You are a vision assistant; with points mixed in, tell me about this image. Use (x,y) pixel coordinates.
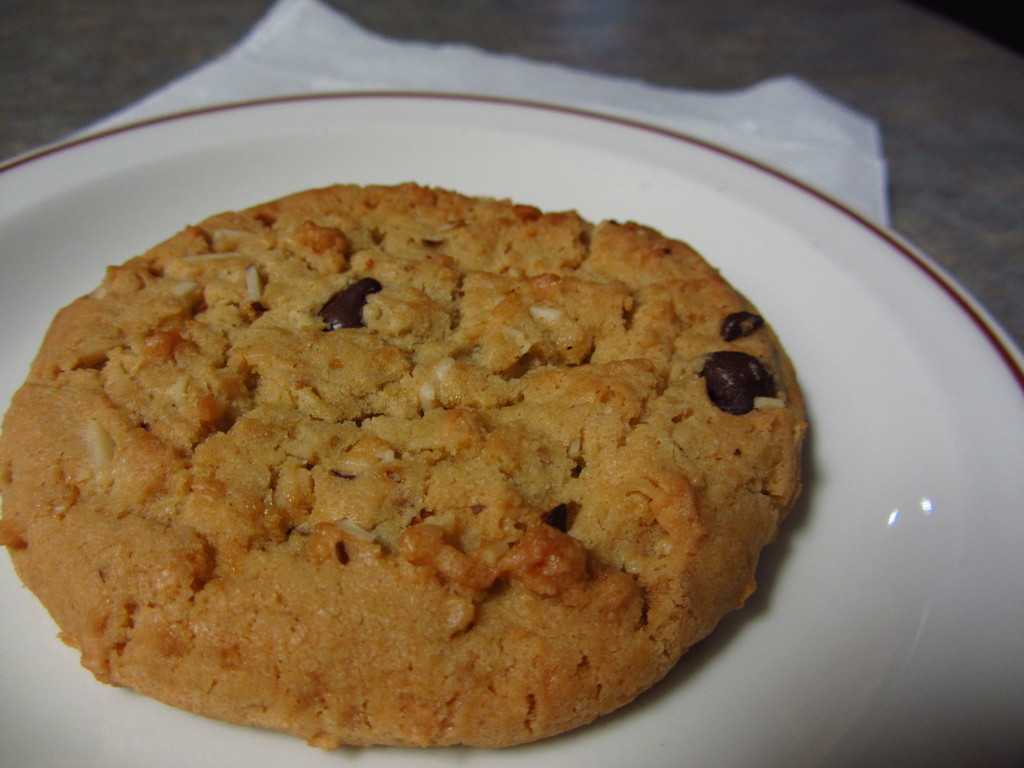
There is a cookie (429,437) placed on a white plate (656,707).
